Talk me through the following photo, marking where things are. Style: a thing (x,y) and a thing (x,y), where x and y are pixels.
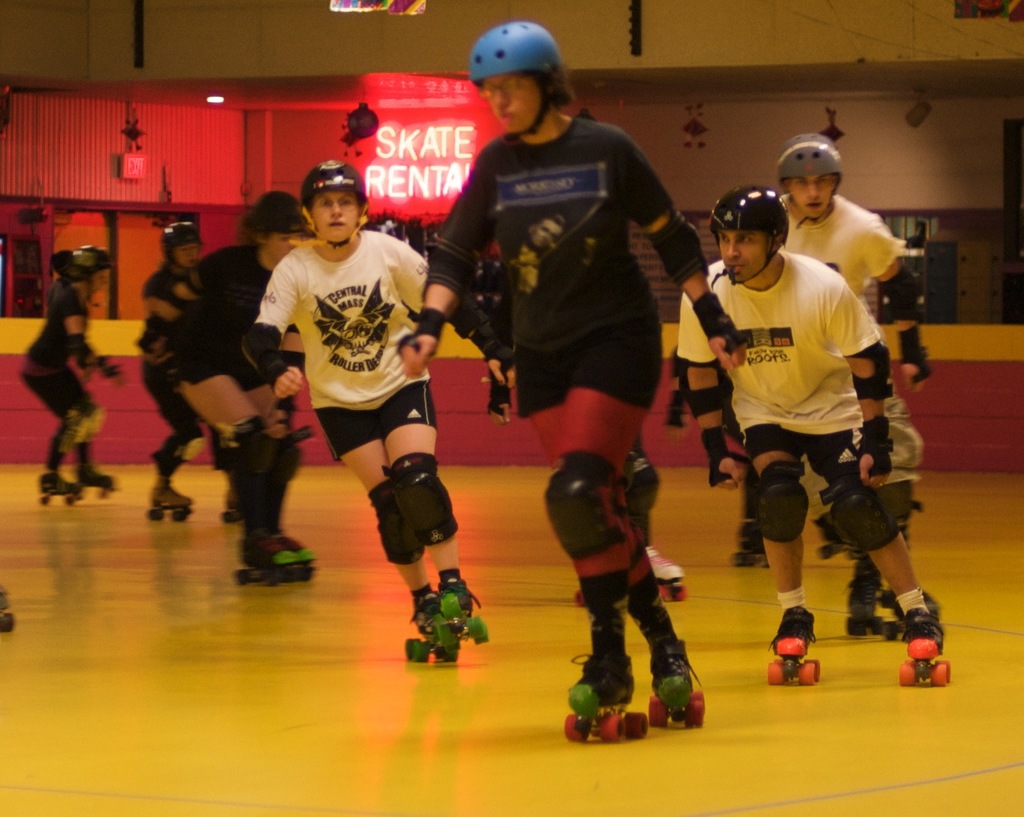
Here I can see few (482,216) are wearing t-shirts (747,313), shorts (657,363), helmets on the heads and skating on the floor (250,704) which is in yellow color. In the background (936,358), I can see the wall (308,148).
